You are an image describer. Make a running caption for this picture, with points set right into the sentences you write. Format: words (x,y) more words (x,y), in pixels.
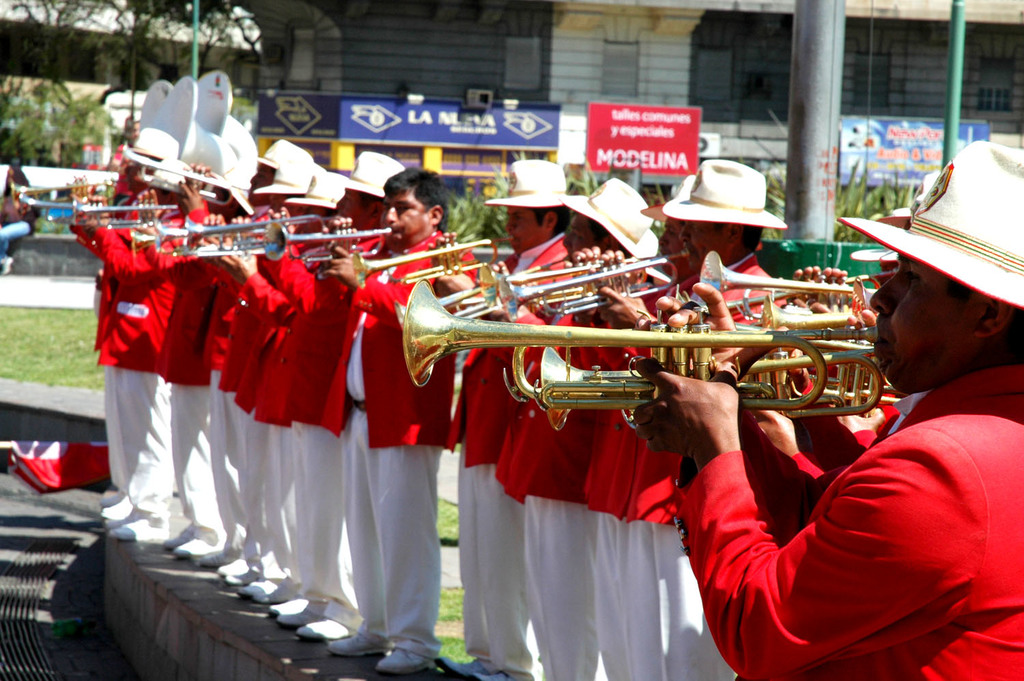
In this image I can see there are few persons (500,400) wearing a red color jacket (973,496) and holding a musical instrument (413,301) and playing a music and at the top (430,98) I can see the building (847,113) and poles (832,113) and trees (56,134).
